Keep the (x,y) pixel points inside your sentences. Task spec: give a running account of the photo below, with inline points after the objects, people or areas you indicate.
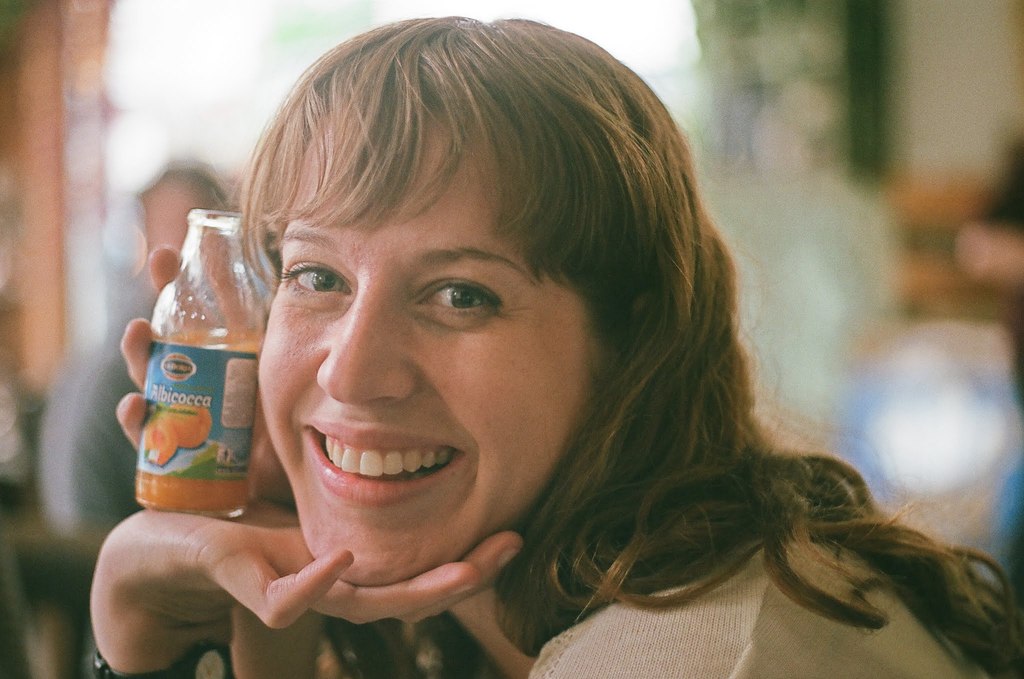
There is a lady (496,399) wearing a watch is holding a bottle (190,412) and smiling. In the background (98,268) it is blurred.
